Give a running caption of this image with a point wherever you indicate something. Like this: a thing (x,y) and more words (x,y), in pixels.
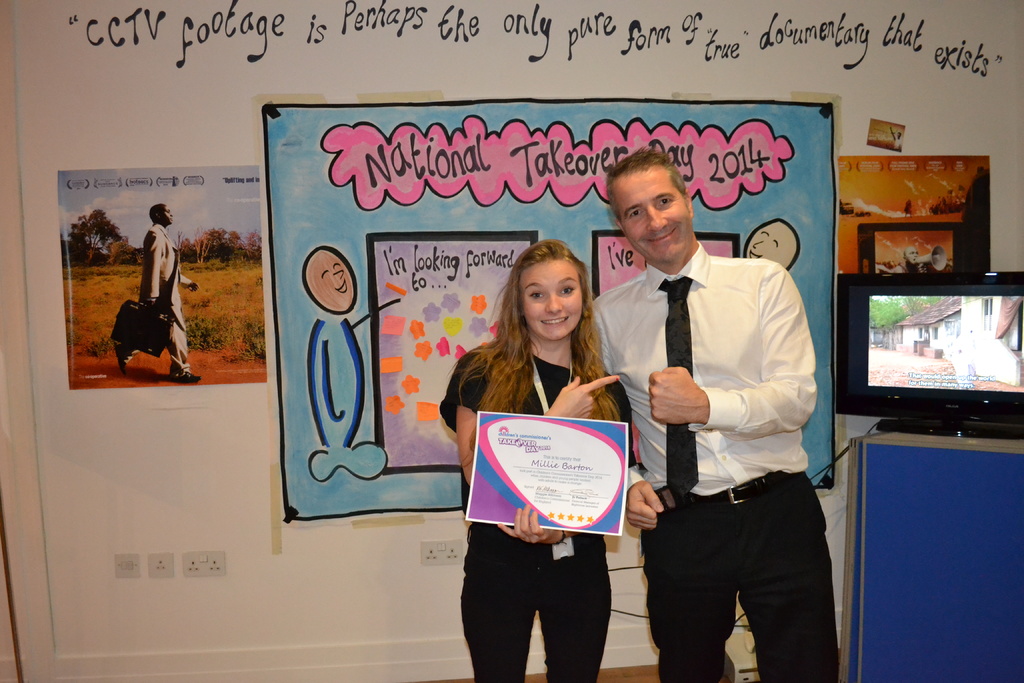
In this picture I am able to see a man (614,214) and a women (550,268) and some pictures (160,260) stick to the walls (285,94) here and here and there is a banner (386,181) which is written as as ¨National takeover day 2014¨ and there is a monitor (903,301) over here which is kept on a metal table (920,443).
